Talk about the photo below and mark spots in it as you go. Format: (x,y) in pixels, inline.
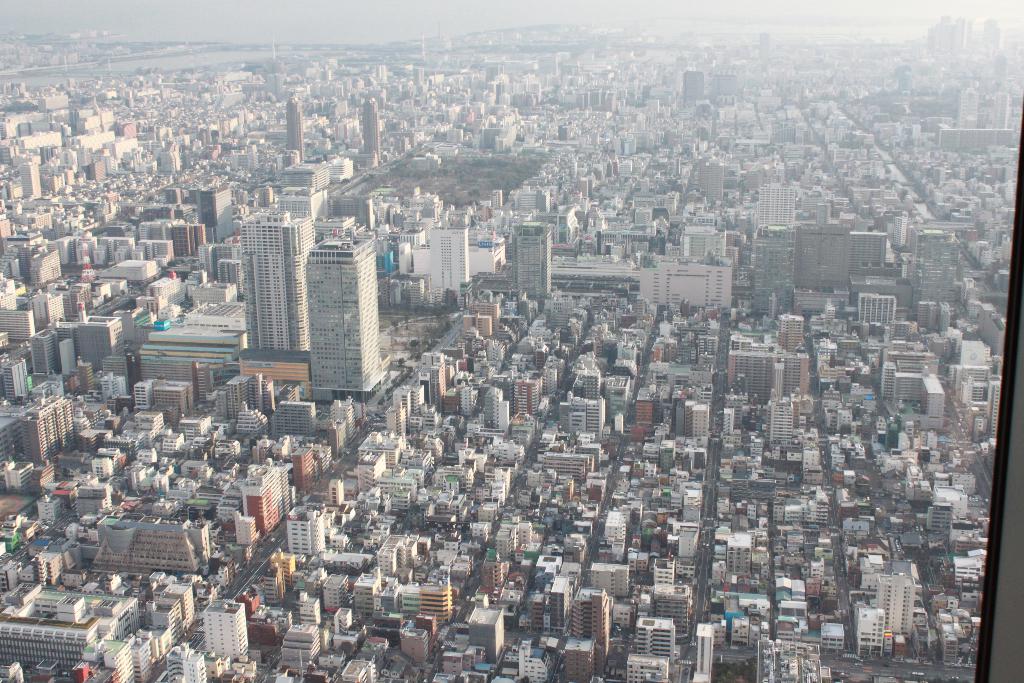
In this picture we can see buildings (667,373) and this is sky (303,18).
